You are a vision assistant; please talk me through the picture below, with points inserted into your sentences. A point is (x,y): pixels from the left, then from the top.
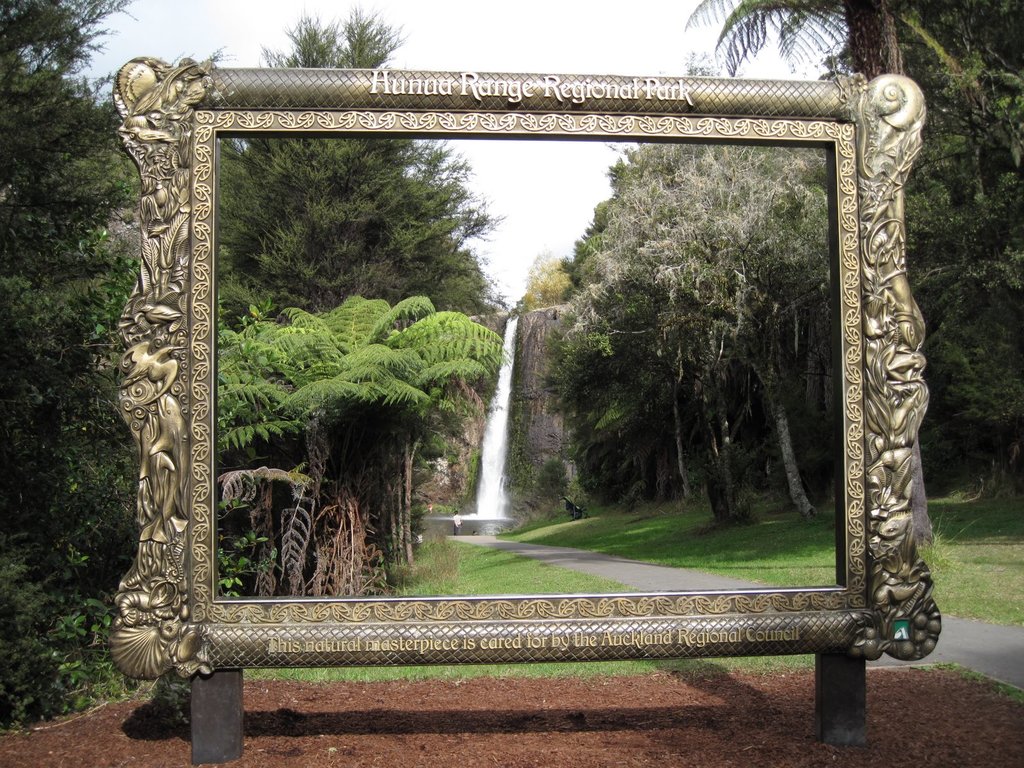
In the image we can see the frame (384,133) and text (481,81) on it. Here we can see waterfalls (502,416), grass (494,576) and trees (255,249). We can even see a person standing wearing clothes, road (685,581) and the sky (574,13).
